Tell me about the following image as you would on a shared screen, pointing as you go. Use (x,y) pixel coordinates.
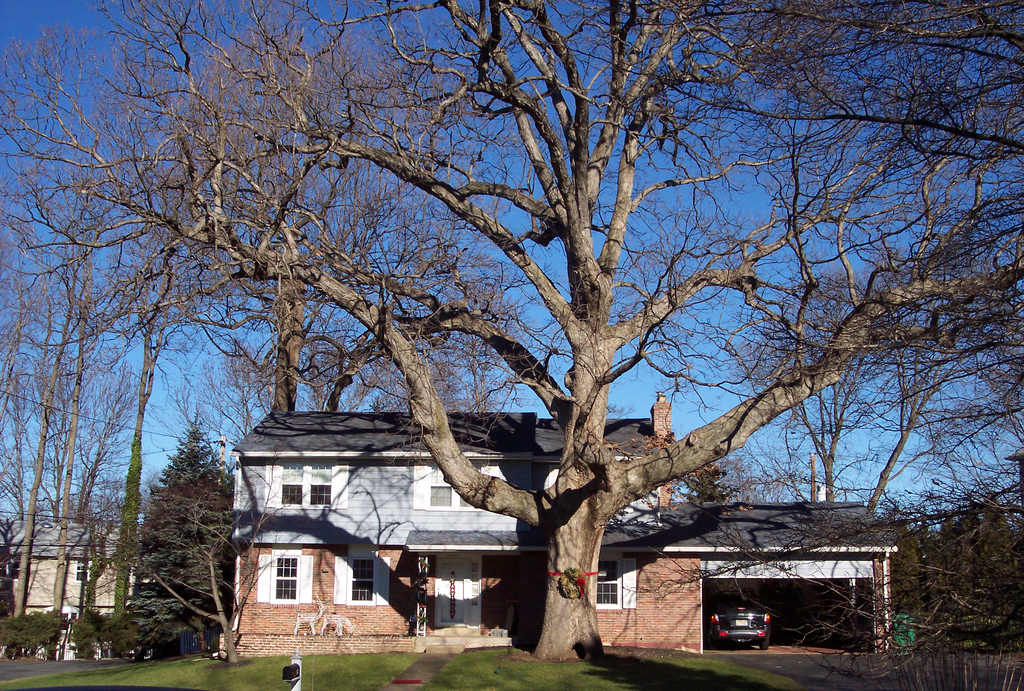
In this picture we can see there are buildings (466,521) and a vehicle (739,619) is parked in the parking lot (709,632). In front of the building (502,571) there are trees (556,618) and a road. Behind the trees (95,563), it looks like an electrical pole (216,443) with cables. Behind the buildings (448,538) there is the sky (681,236).
